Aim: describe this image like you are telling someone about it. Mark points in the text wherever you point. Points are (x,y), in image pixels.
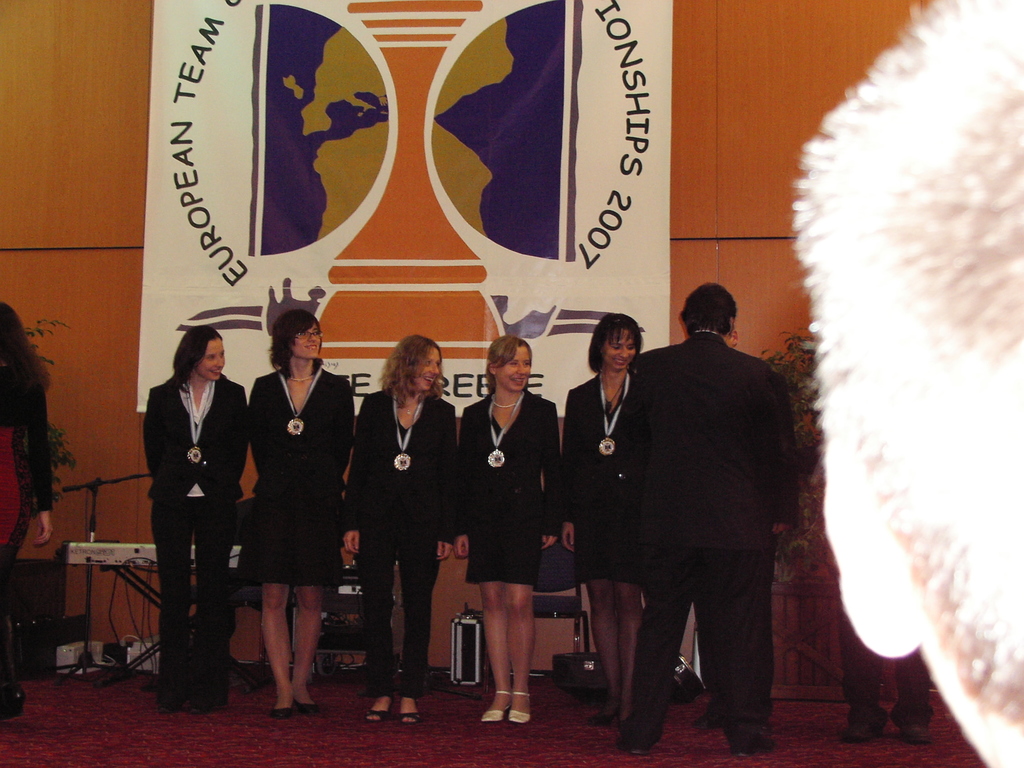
In this image I can see number of people (169,495) are standing and I can see all of them are wearing black colour dress (293,511). In the background (465,294) I can see few plants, a white colour board (160,58) and on it I can see something is written. On the right side of this image (818,241) I can see head (842,528) of a person (968,734). Behind these people (269,505) I can see few things (153,595).
